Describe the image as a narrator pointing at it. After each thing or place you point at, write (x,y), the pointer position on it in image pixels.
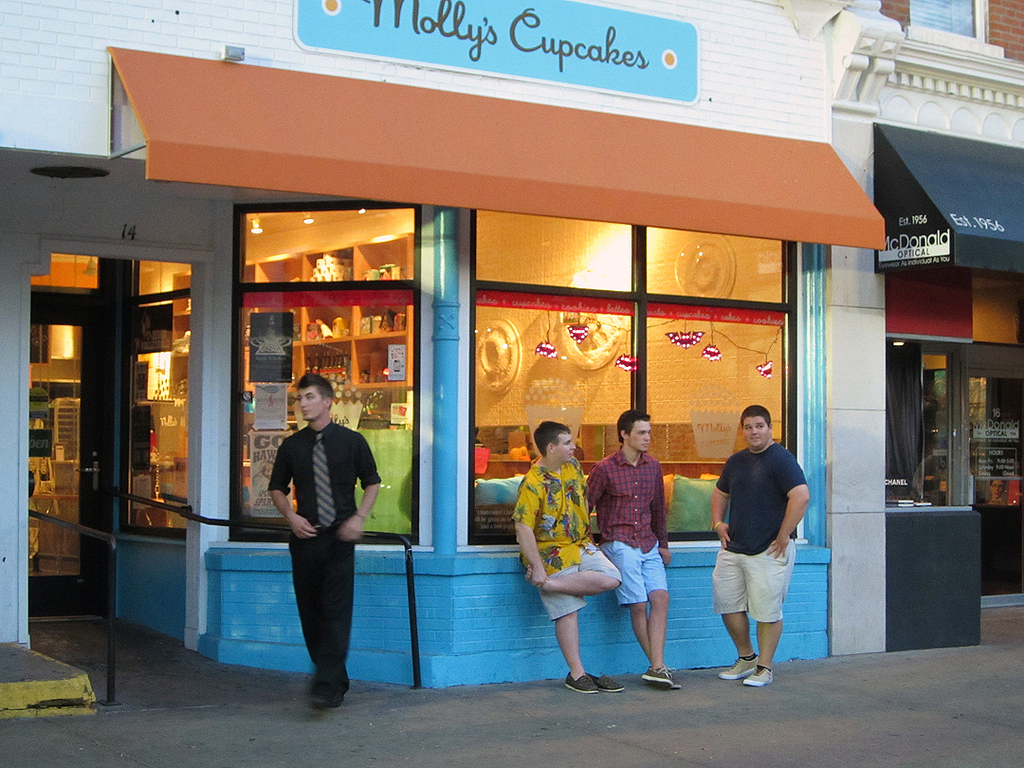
In this image we can see a store (486,322) and objects (328,280) arranged in the shelves (355,350), persons (376,470) standing on the road (258,672), railings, curtains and a name board (383,20).
